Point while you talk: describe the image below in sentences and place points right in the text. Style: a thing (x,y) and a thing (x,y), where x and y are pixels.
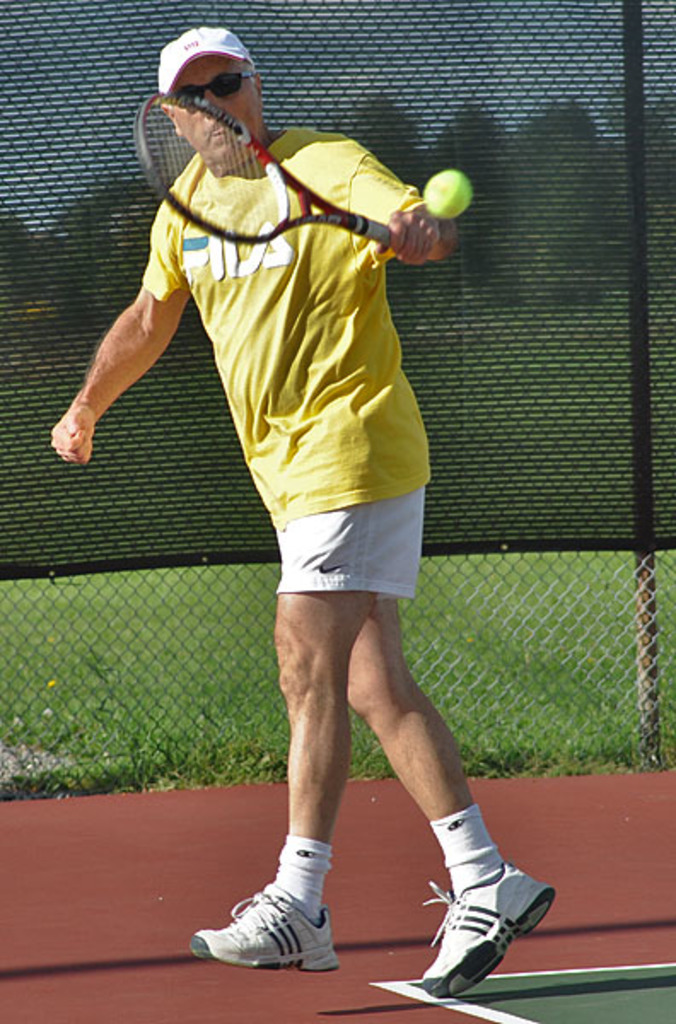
A man (385,210) is playing a tennis. He wear a spectacles (222,80), T-shirt (296,307), cap (212,43), shoes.
